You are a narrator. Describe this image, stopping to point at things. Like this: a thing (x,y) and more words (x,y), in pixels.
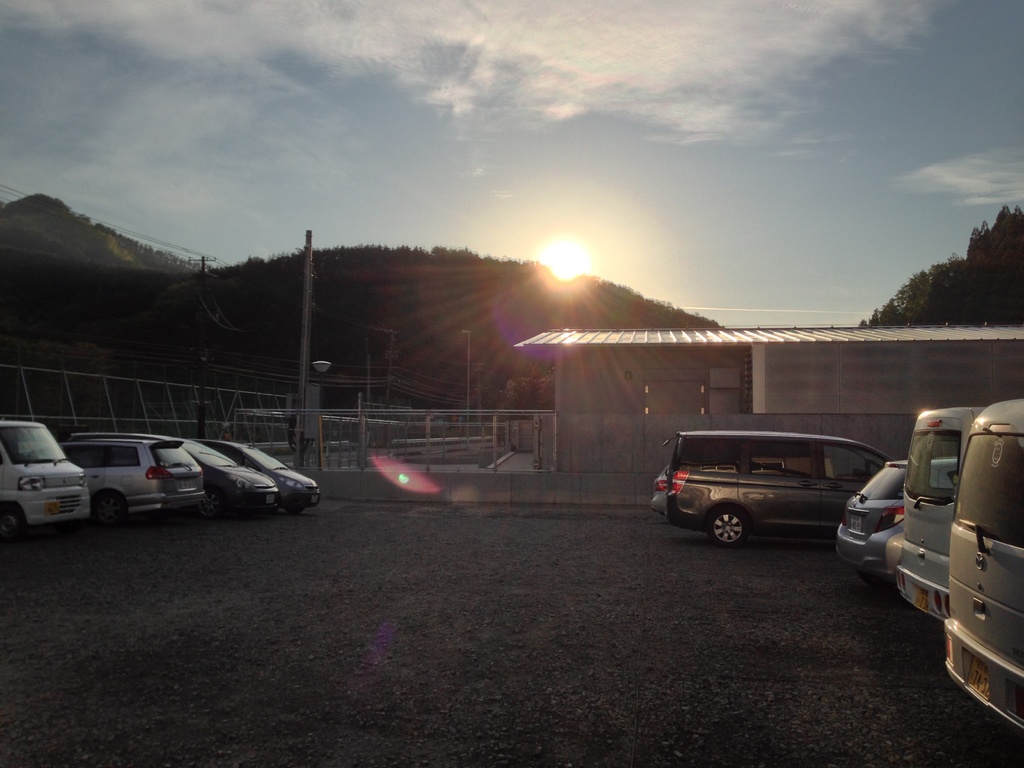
In this image I can see many vehicles (19,524) to the side of the shed (653,398). To the left (240,423) I can see the railing (403,441). In the background (276,341) I can see the trees (329,319), mountains (447,303), sun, clouds (625,16) and the sky (628,192).
